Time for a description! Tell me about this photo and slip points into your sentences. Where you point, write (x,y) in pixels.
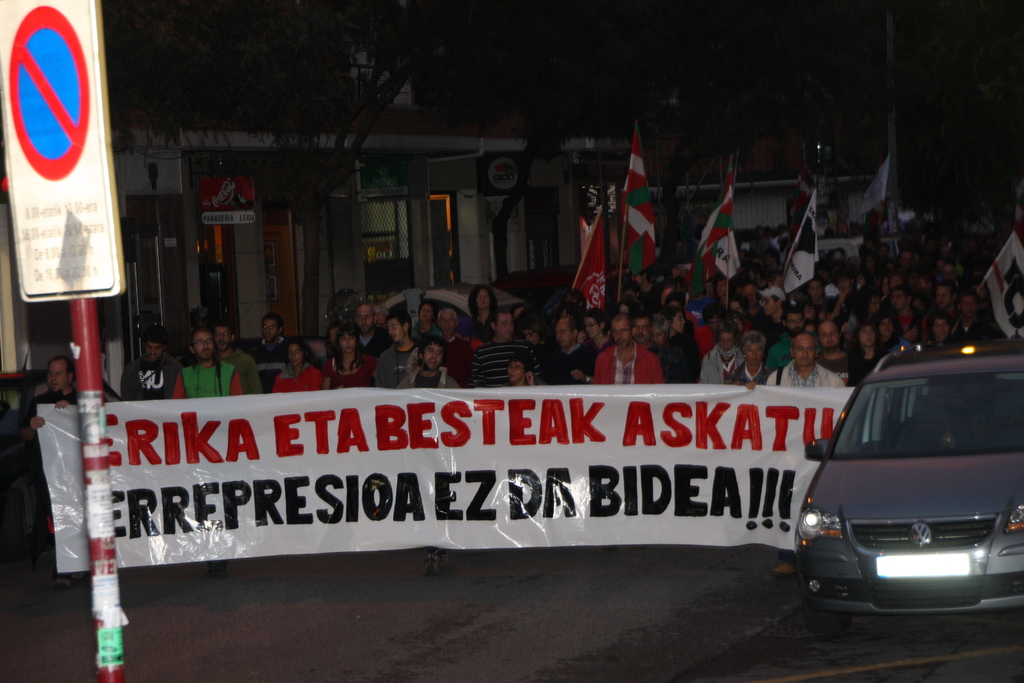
In this image on the left side (17,81) there is a pole (88,480) and board (42,154) attached to it, in the middle (635,316) there is a crowd (678,316), some people (771,239) holding flags (814,247), some of people's (284,383) holding banners (557,435) on which there is a text (719,478), on the right side (944,496) a vehicle (934,509) visible on road (694,596), in the middle (483,235) there are buildings (187,204) and trees (625,107) visible.
